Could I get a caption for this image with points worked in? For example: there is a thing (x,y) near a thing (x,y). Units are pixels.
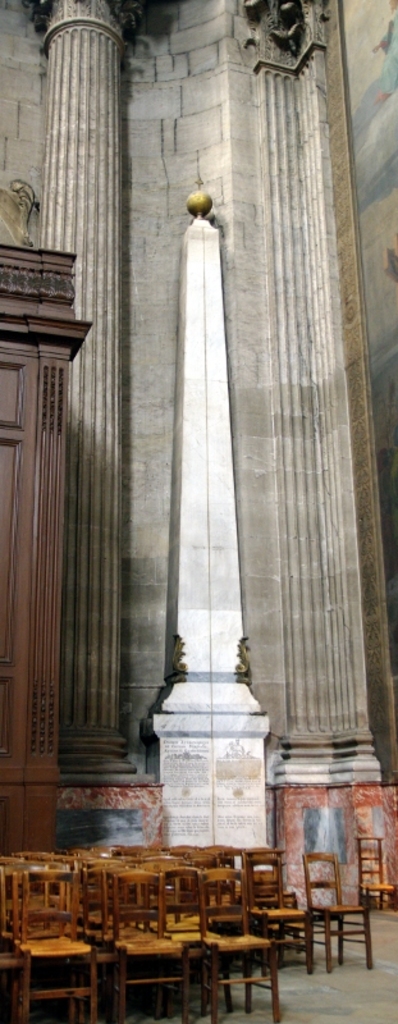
This is a part of a building (266,697). At the bottom (181,891) there are many empty chairs (52,947) on the floor (327,998). In the middle of the image (201,502) there is an obelisk (205,633). On the left side (14,675) there is a cupboard (38,694). In the background (147,201) there is a pillar (87,142) and a wall (213,137).
